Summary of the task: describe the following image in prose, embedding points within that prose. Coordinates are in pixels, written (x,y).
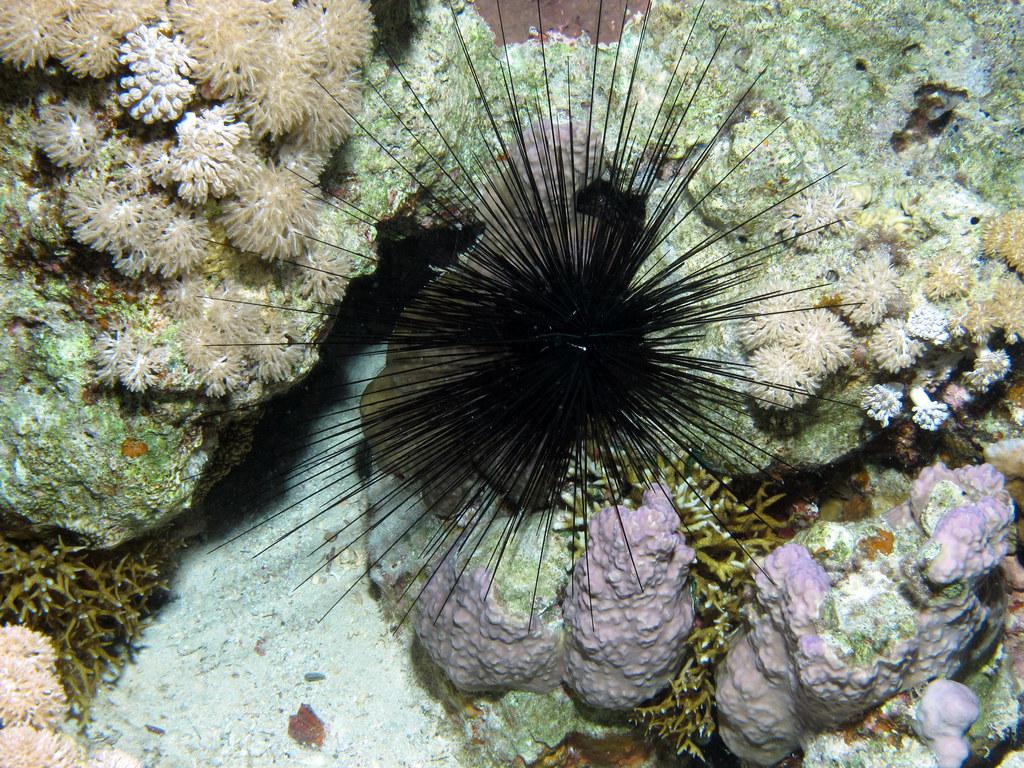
This image consists of marine species (533,442).
